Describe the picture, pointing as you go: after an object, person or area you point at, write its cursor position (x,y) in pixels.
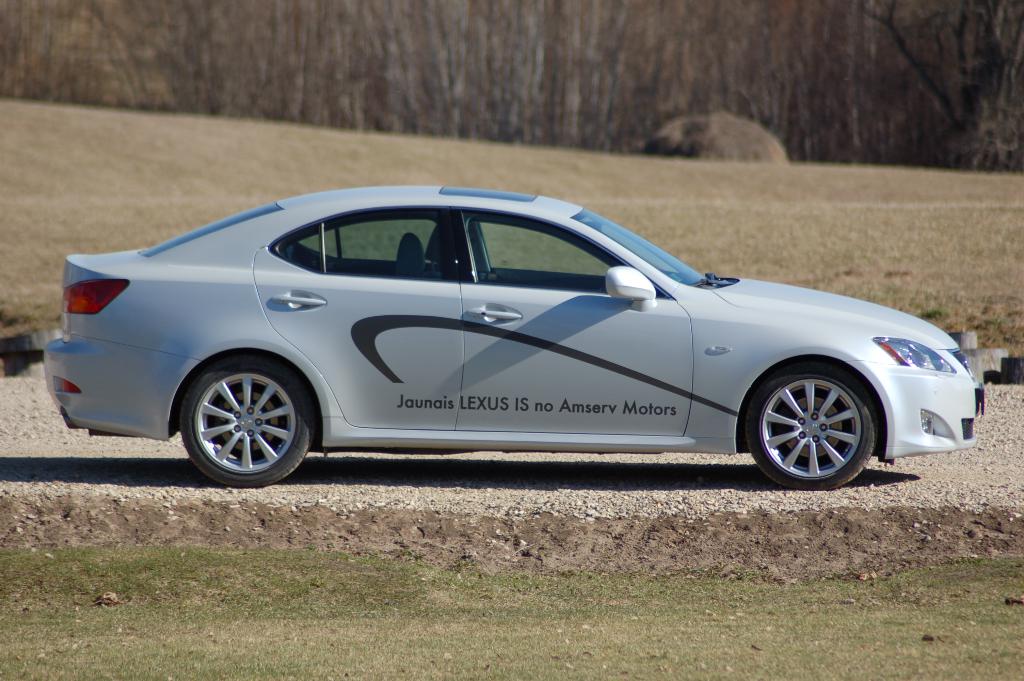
In the center of the image (392,370) we can see a car (764,404). In the background (215,52) there are trees (735,60).
